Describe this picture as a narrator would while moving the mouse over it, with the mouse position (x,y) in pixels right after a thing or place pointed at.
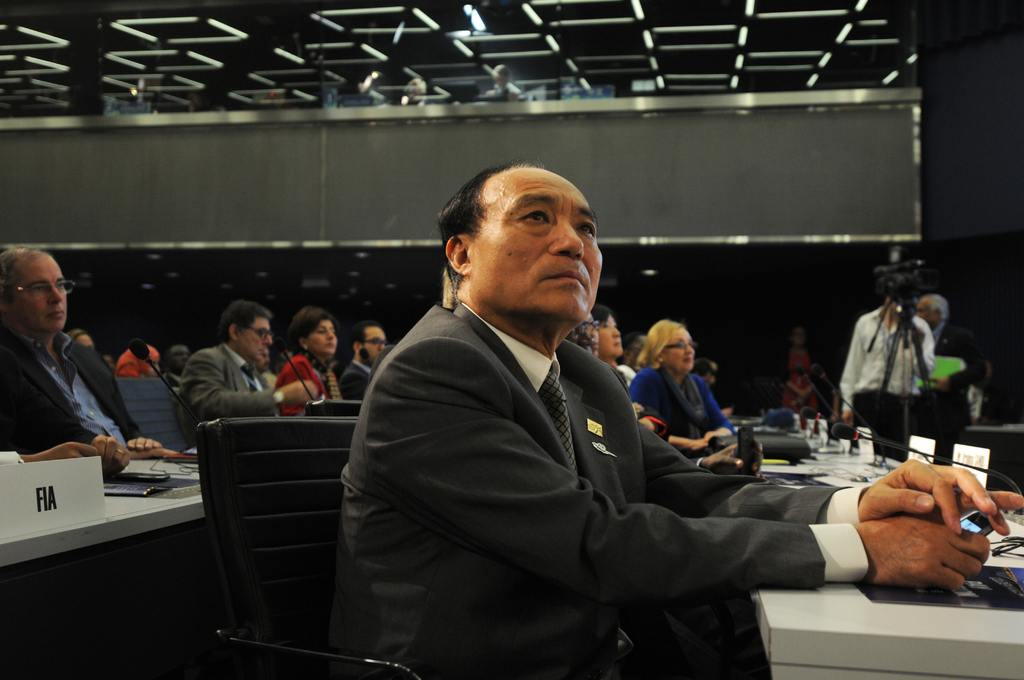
This picture shows the inner view of a building (724,26), some chairs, some tables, few objects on the ground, one camera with stand (912,310), some microphones (865,438) attached to the tables (142,517), some objects (990,585) on the tables (135,506), it looks like one glass wall (59,59), some people (880,496) are sitting on the chairs (253,458), some people (15,438) are holding objects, three people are standing, two badges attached to the black coat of a man (564,229) in the middle of the image (370,427) and the background (978,202) is dark.
